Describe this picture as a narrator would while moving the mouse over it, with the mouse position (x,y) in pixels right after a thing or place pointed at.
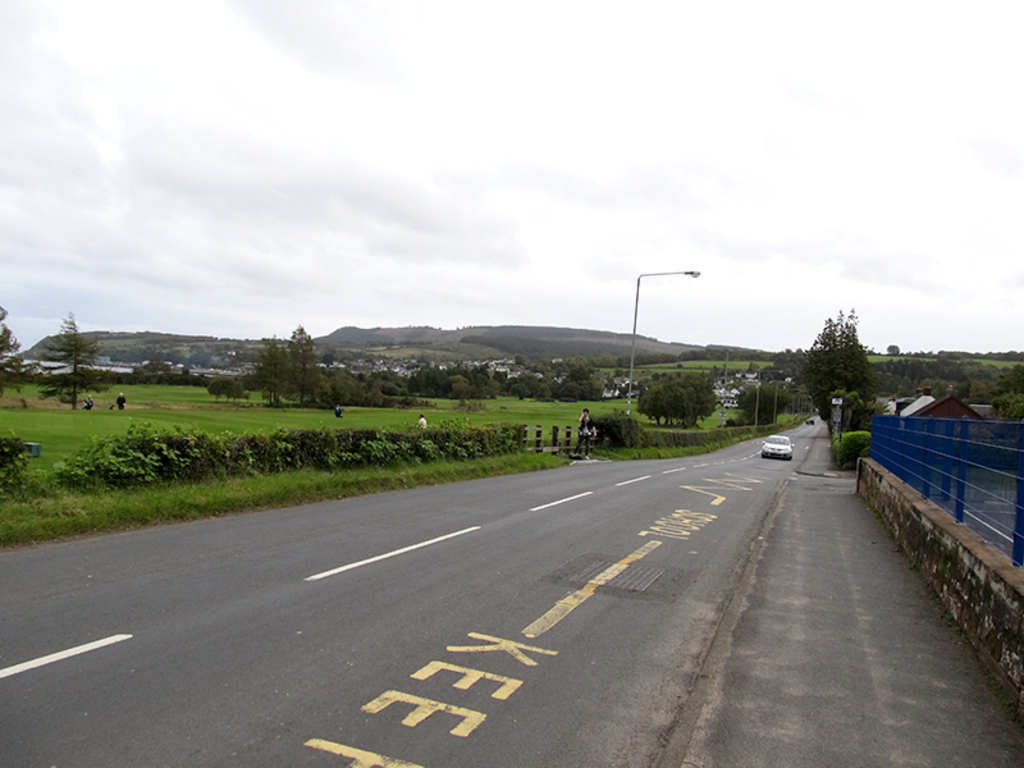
In this image in the center (593,429) there is one car (781,449) and also there is one person (579,440) who is walking on a road (558,651), in the background (1012,377) there are some mountains (1000,361), trees (836,350) and some persons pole (634,343) and light (692,271). On the right side (941,501) there is a wall (992,610) and railing (911,447), at the top of the image (368,148) there is sky (600,212).
